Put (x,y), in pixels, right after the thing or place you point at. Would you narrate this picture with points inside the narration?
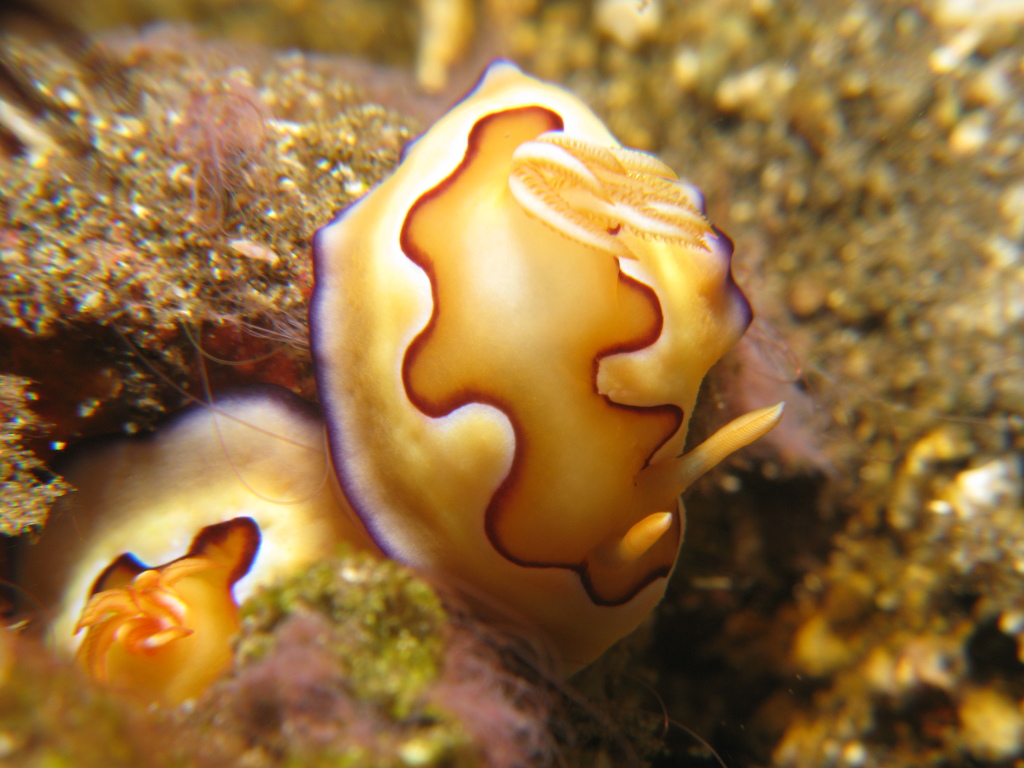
In the middle of this image (478,342), we can see there are two sea animals (228,515). Beside them, there is moss (336,154) on the ground (195,217). And the background (807,42) is blurred.
